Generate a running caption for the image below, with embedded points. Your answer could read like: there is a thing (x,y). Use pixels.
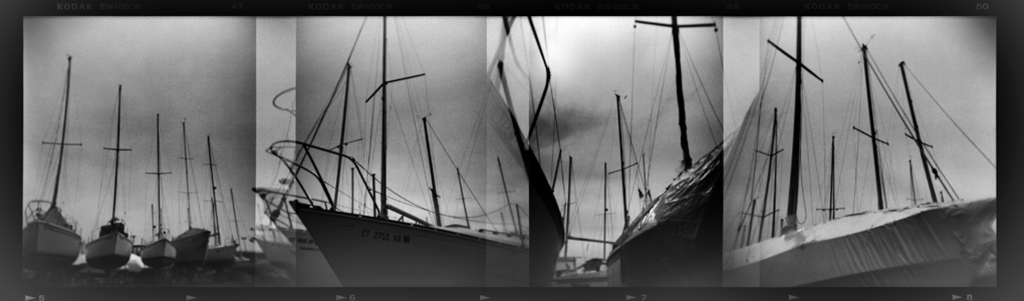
In this image there are ships (110,222). In the background (694,147) there is sky (390,85).
